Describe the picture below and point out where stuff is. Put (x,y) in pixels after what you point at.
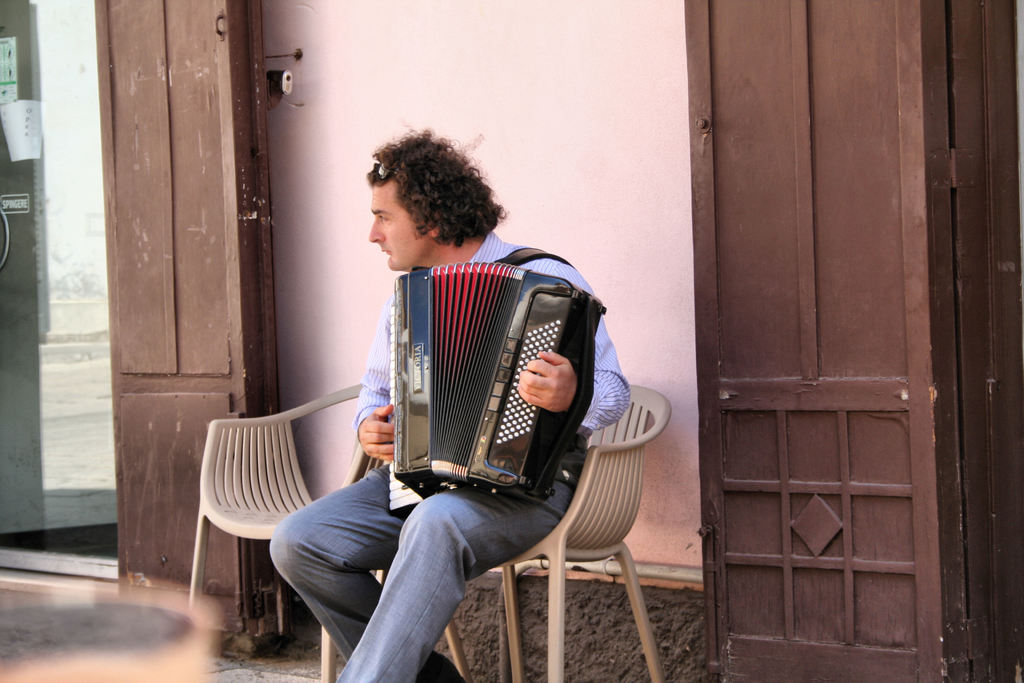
In this picture we can see a man (346,682) who is sitting on the chair (587,529). He is playing accordion (421,341). This is the floor (232,661) and there is a door (220,137). Here we can see the wall (565,111).
